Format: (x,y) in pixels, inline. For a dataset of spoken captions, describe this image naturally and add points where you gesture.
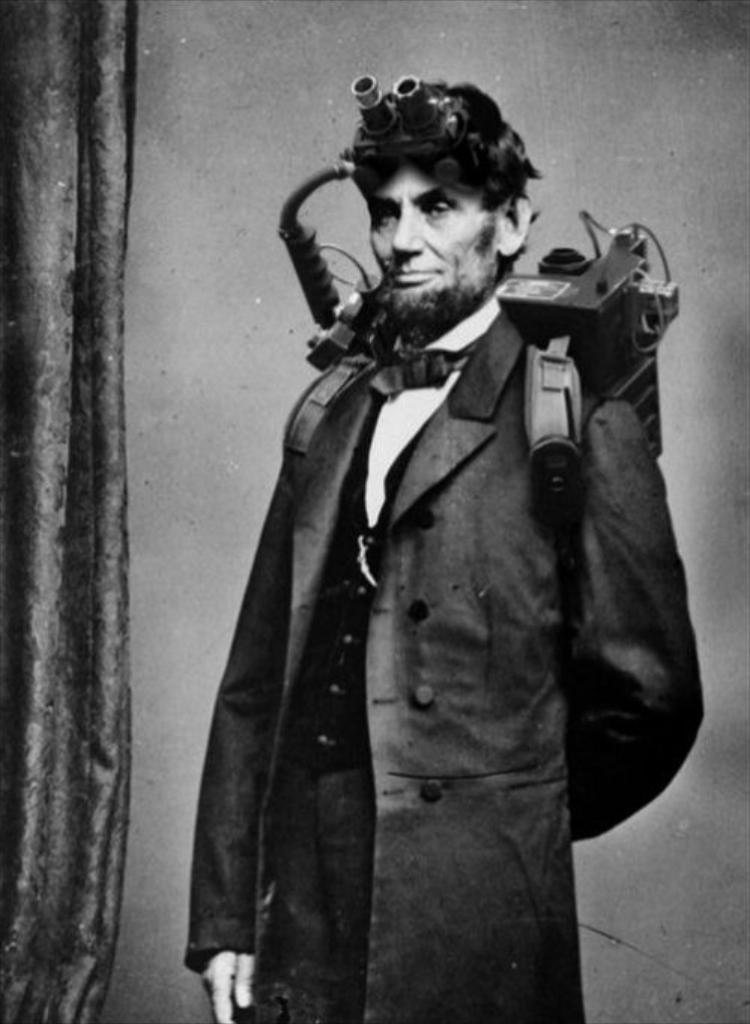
In this image there is a man (468,551) wearing coat (469,535). These are goggles (441,128). In the background (531,223) there is wall (412,39).
